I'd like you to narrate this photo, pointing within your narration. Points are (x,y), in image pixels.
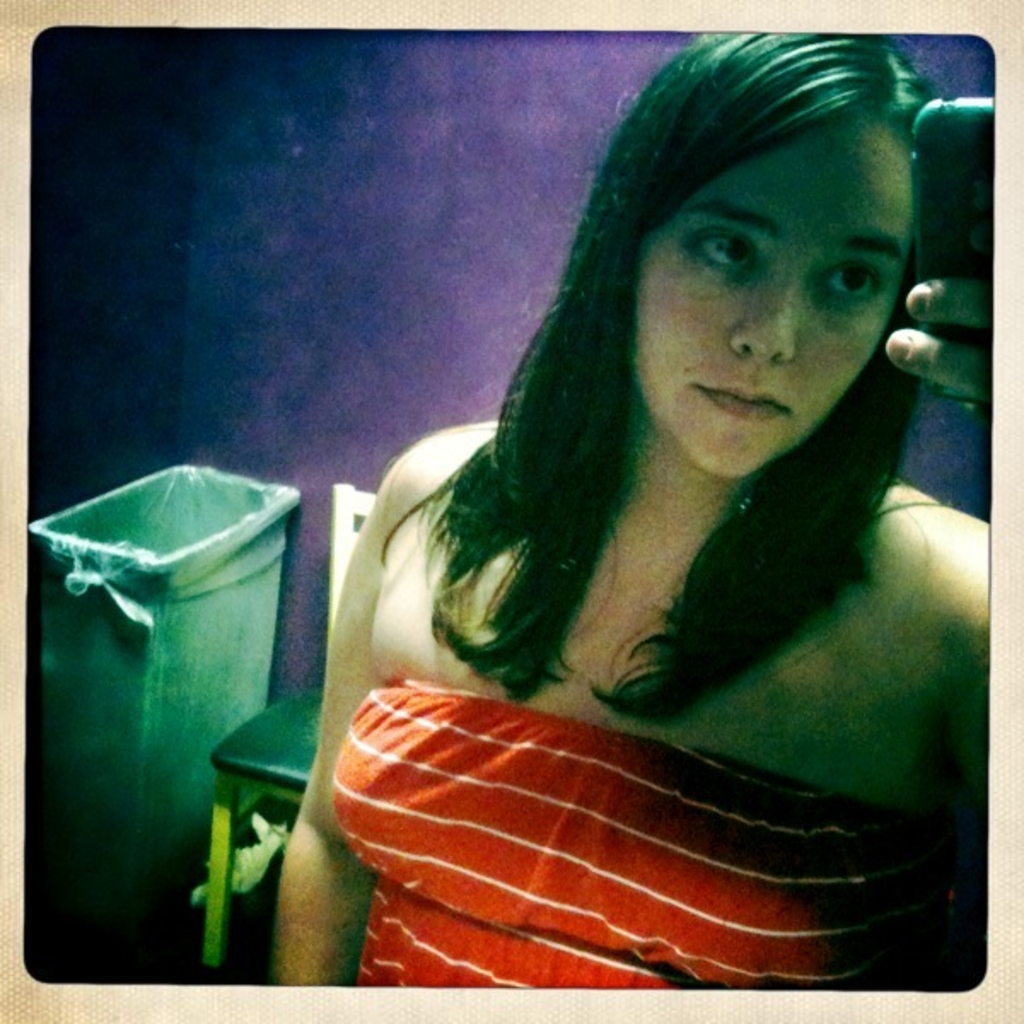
In the image we can see a photo. In the photo a woman (646,269) is standing and holding a mobile phone (916,116). Behind her we can see a chair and dustbin (270,500). Behind the dustbin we can see a wall (270,102).
